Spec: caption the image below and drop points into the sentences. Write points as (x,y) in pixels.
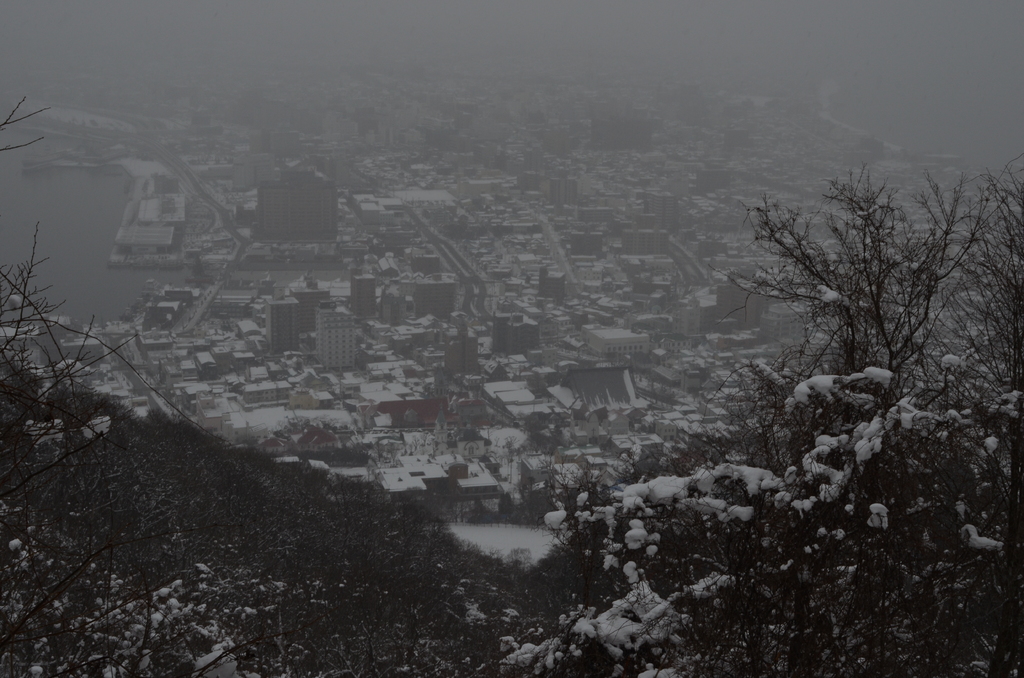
This picture is clicked outside. In the foreground (837,489) we can see the trees (416,593) and some portion of snow (806,465). In the background (288,149) we can see the buildings (319,305), houses (432,325), water body (77,207) and many other objects (572,262).
